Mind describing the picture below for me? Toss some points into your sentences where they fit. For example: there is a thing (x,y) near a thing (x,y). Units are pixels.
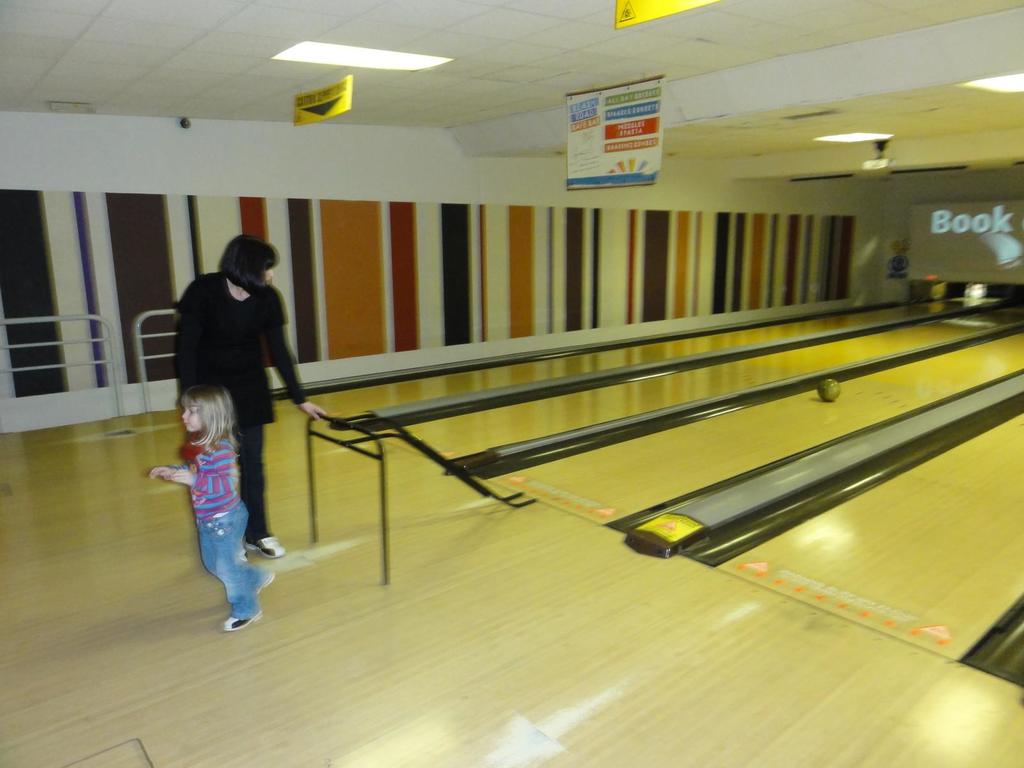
In this image I can see a person (194,319) standing and wearing black color dress (222,352). In front (217,557) the other person (188,483) is wearing blue and pink color shirt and blue color pant (213,544). Background (553,252) I can see a multi color wall (405,252) and I can see few boards (299,99) hanged to the wall (57,160).
